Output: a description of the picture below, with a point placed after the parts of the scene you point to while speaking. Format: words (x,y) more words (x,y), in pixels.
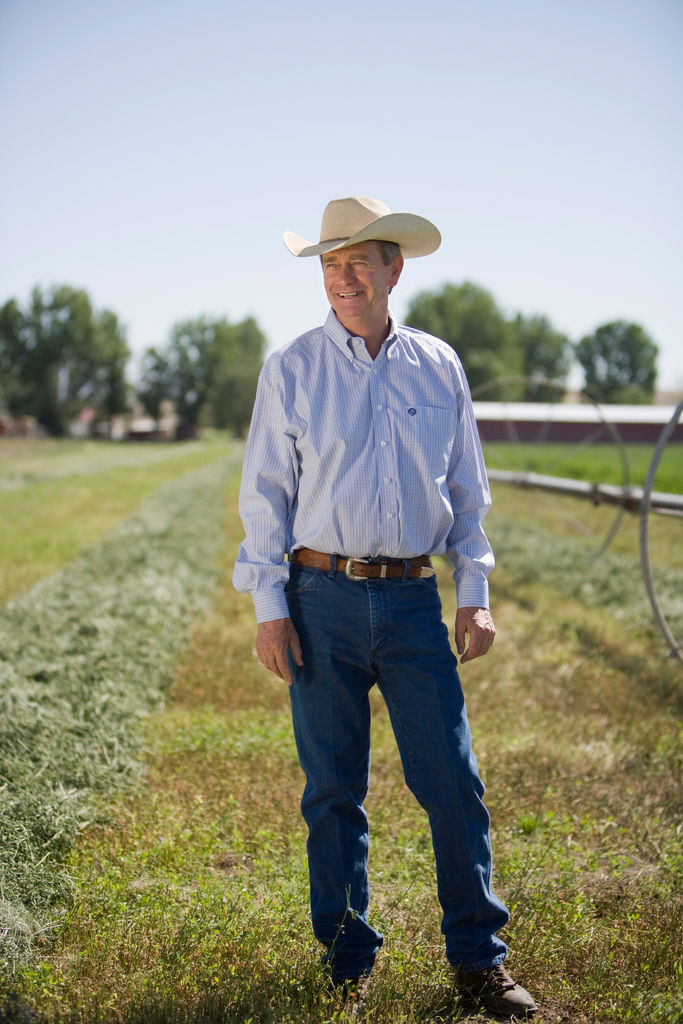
In front of the image there is a person (408,620) standing on the grass (51,893) and he is having a smile on his face (385,287). In the background of the image (244,368) there are buildings (587,409), trees (620,352). At the top of the image (379,81) there is sky (362,95).
